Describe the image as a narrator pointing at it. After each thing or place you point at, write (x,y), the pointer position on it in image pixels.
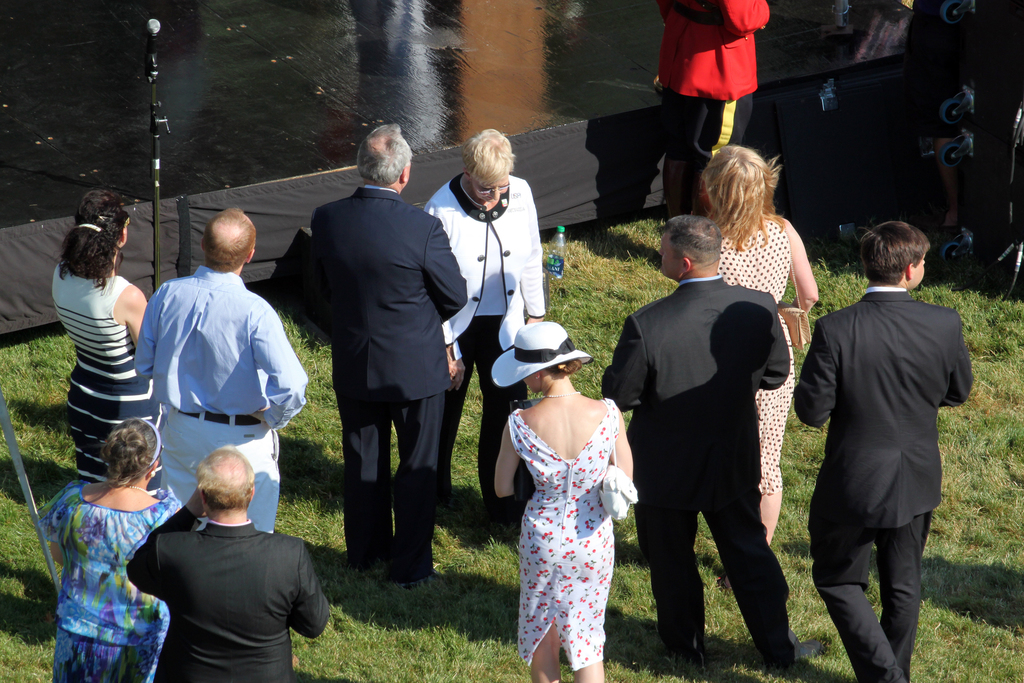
In this picture we can see people (593,559) on the ground (510,568), here we can see a bottle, mic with a stand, grass (796,422) and some objects (970,197) and in the background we can see a fence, floor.
